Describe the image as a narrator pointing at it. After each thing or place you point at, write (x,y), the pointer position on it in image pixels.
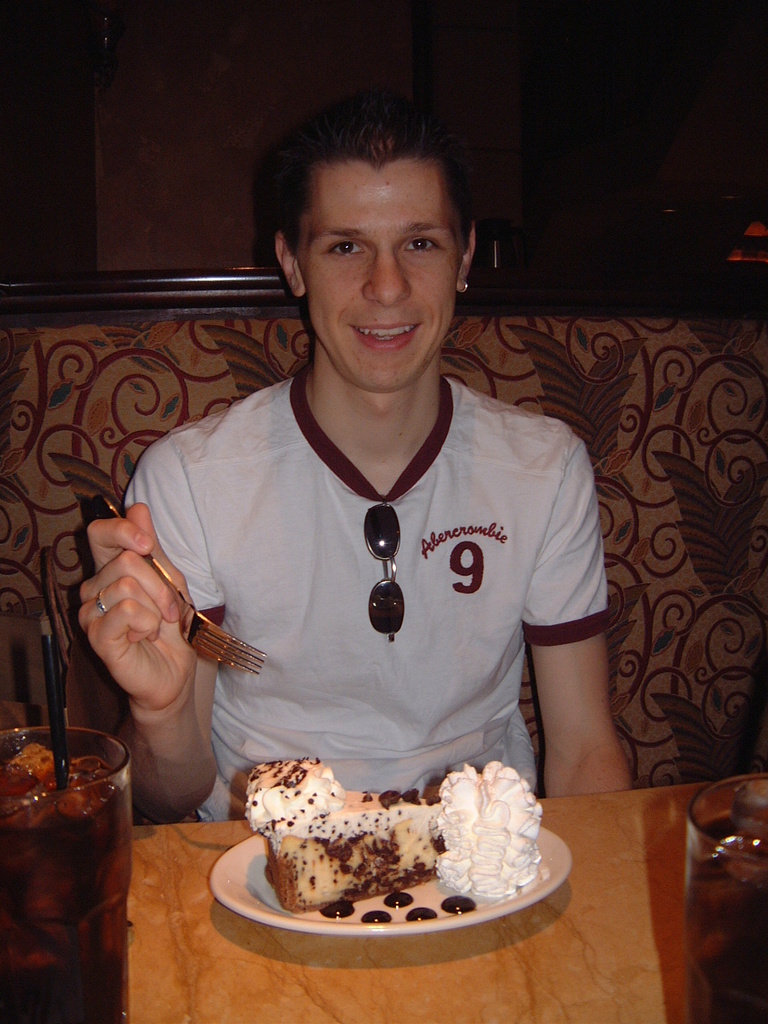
In the image we can see a man (248,413) wearing clothes (255,500), finger ring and the man (286,539) is smiling, and the man (217,566) is holding a fork (207,621) in the hand (172,629). Here we can see the wooden surface (381,950) and on it we can see glasses (706,961) and the plate (439,882), we can even see food (435,853) on the plate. The background (44,65) is dark.
